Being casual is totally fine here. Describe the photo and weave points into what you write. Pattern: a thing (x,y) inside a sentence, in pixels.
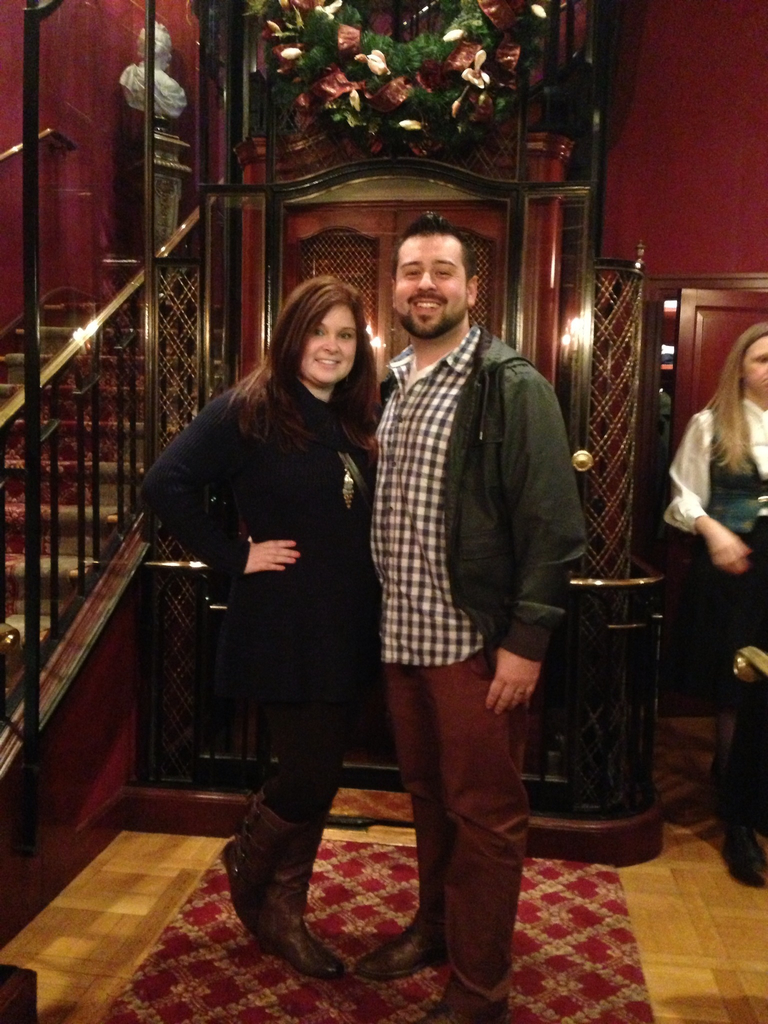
In the picture we can see a man (443,692) and a woman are standing together on the floor (700,975) and beside them, we can see the steps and railing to it and on the other side we can see a woman (727,567) standing near the wall (691,602).
